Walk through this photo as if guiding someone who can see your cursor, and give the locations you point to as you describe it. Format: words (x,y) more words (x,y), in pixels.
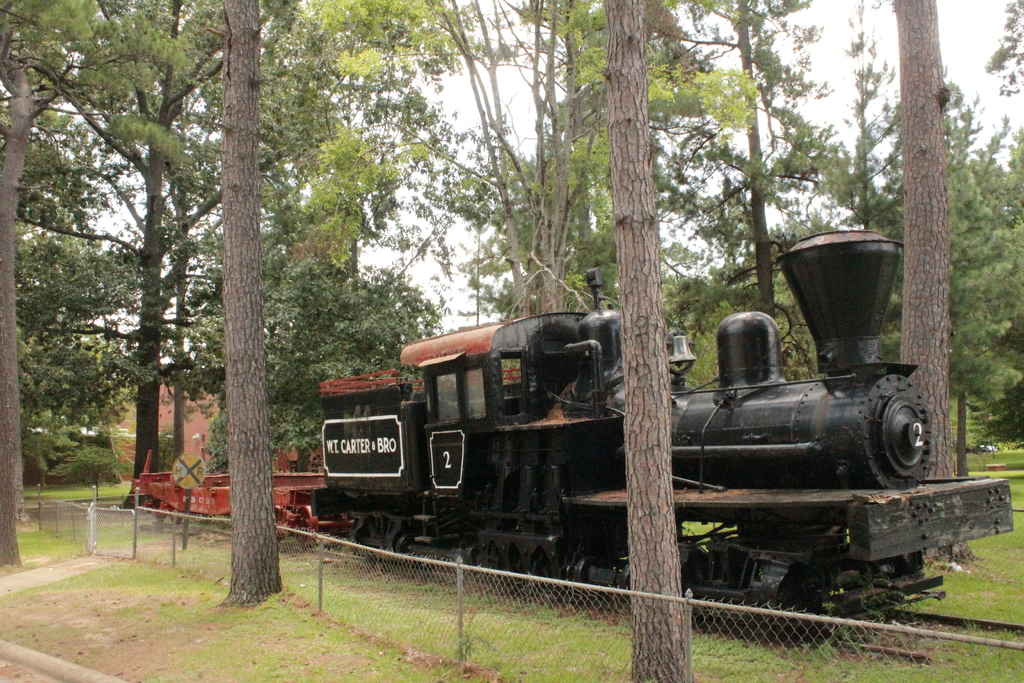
In the image we can see a steam engine (772,473), grass (962,605), fence (454,600), trees (490,288) and a white sky (789,44).
